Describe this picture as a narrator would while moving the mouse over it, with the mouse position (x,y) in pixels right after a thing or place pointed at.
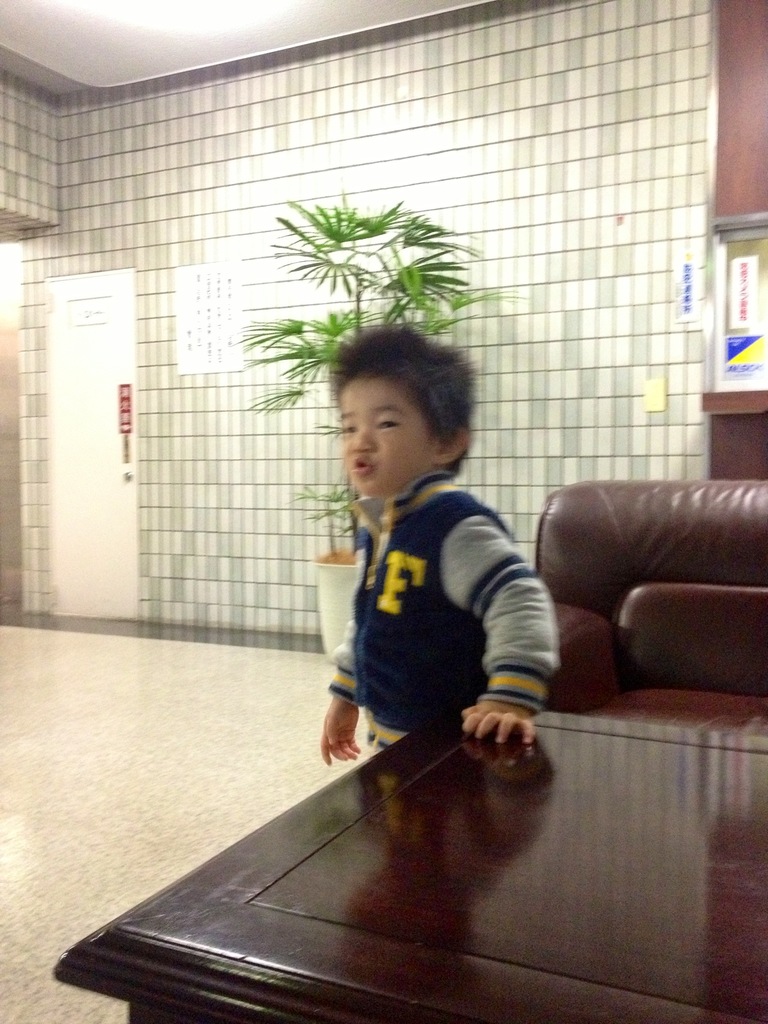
A boy (408,602) with the blue jacket (418,616) is standing. He kept his hand (496,724) on the table (507,820). Behind the table (569,878) there is a sofa (648,582). In the background (477,335) there is a plant (316,519) and a wall (250,150). And to the left side (130,400) there is a door (101,438).
